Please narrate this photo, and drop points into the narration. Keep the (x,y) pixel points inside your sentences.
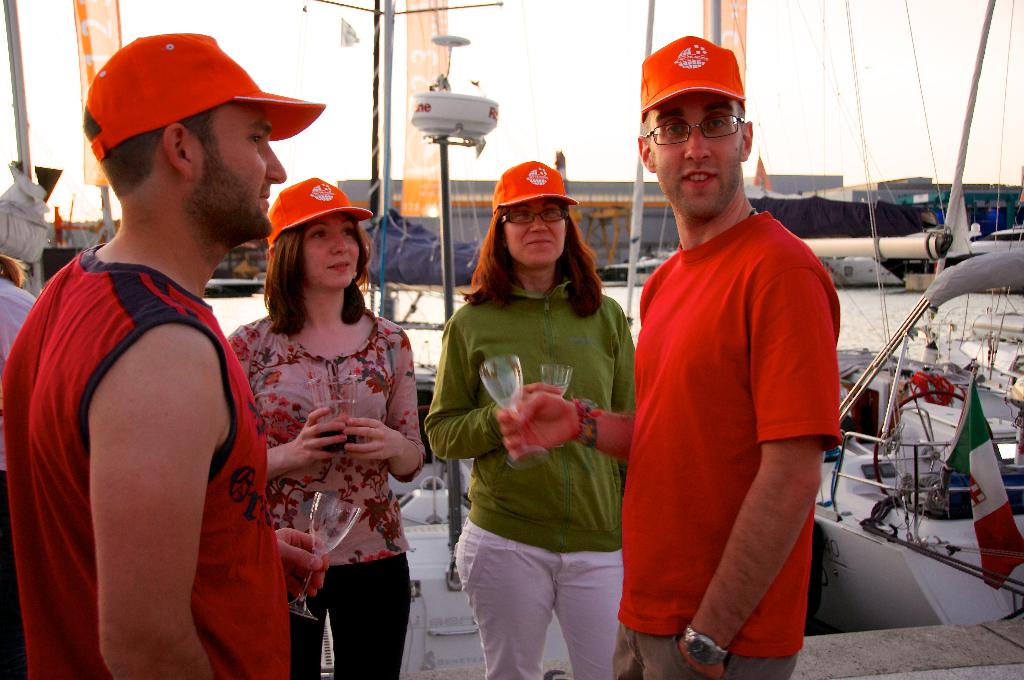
In this image we can see a few people (446,375) wearing same color cap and holding the glass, on the right side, we can see a vehicle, in the vehicle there is a flag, on the background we can see some poles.
